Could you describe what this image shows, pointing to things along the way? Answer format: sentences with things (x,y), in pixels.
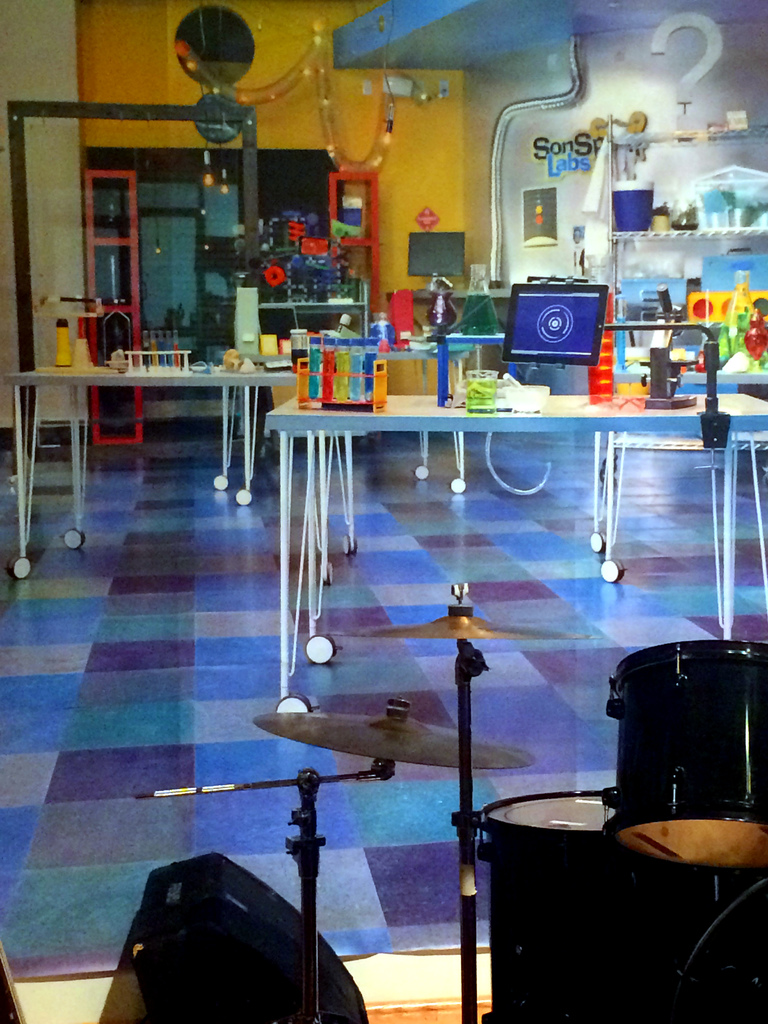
In this image, there are objects (297,385) on the tables (704,400) and in a rack (682,309). In the background (200,323), I can see a glass door (208,288), lights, computer monitor (457,263) and a poster (546,228) attached to the wall (482,257). At the bottom of the image (491,808), there are drums (645,840) and cymbals (437,747) with stands (477,666).
